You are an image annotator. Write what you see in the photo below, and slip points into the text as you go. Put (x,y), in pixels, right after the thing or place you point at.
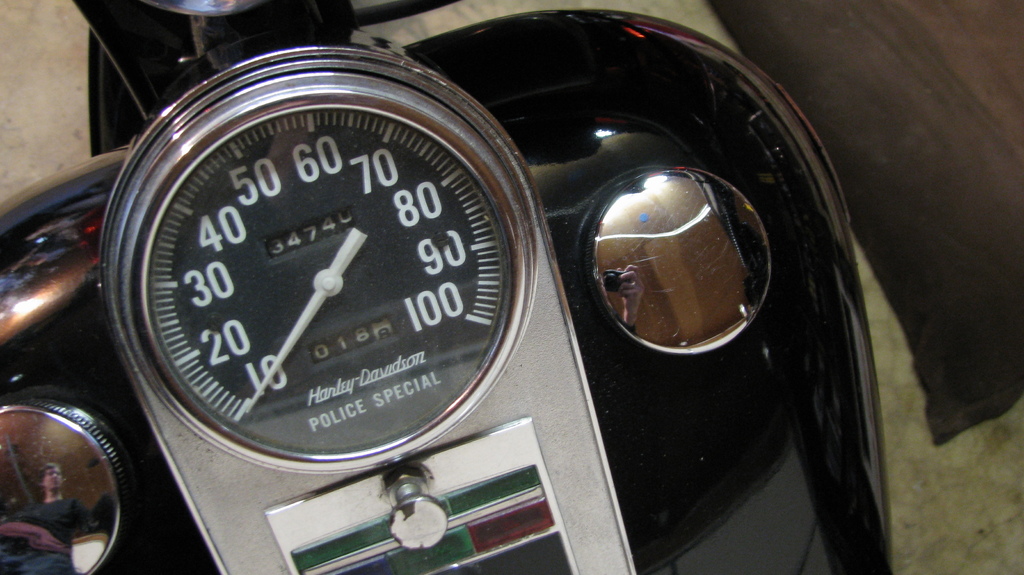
In the center of the image (380,361) we can see speedometer (298,293) on the vehicle (603,200).
